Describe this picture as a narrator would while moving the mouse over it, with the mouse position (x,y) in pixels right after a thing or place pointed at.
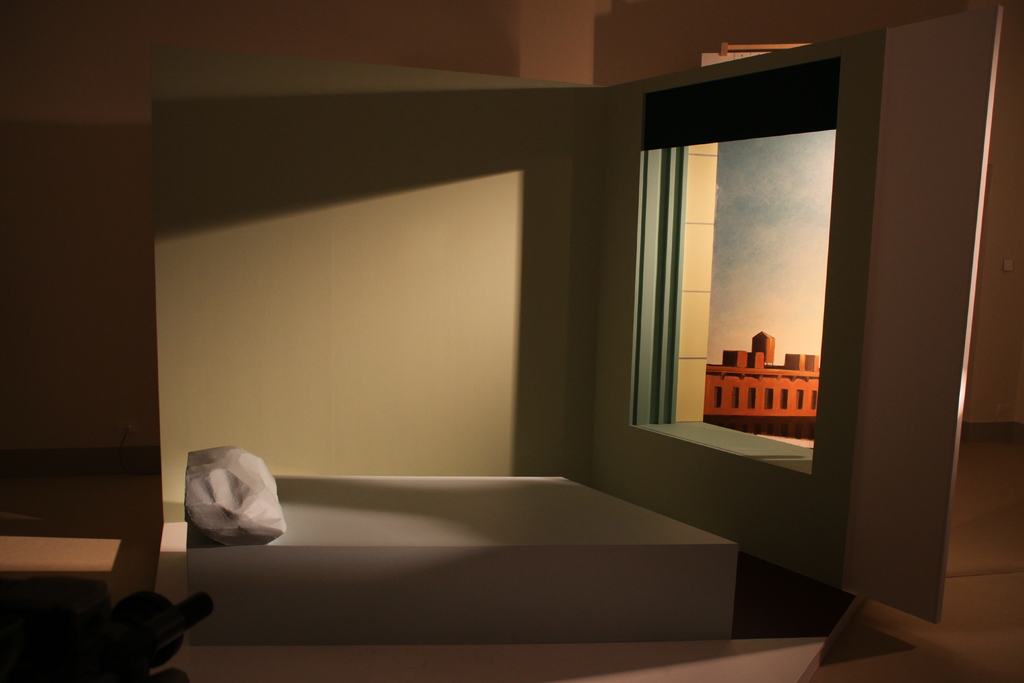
The image is taken in the room (414,444). In the center of the image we can see a bench (348,573). On the right (744,486) there is a wall (868,488) and we can see a painting (770,393). At the bottom (828,648) there is floor (913,650).
